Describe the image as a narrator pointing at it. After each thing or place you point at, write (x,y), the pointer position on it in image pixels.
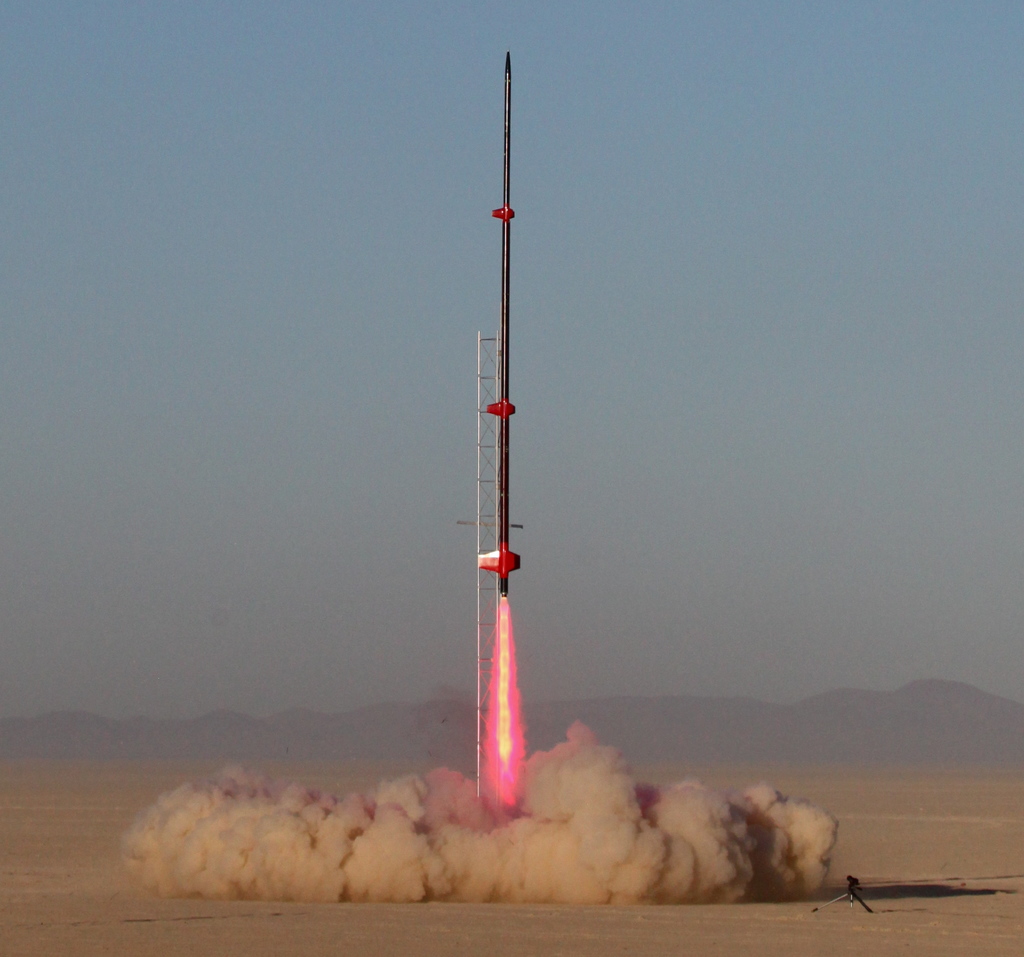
In the foreground of this picture (504,603), there is a rocket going up in the air (576,211) and there is flame (509,710) at the back end (503,572) of the rocket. We can also see the smoke (429,829) on the bottom side of the image (243,820). In the background (855,462), there are mountains (880,697) and the sky (867,374).
